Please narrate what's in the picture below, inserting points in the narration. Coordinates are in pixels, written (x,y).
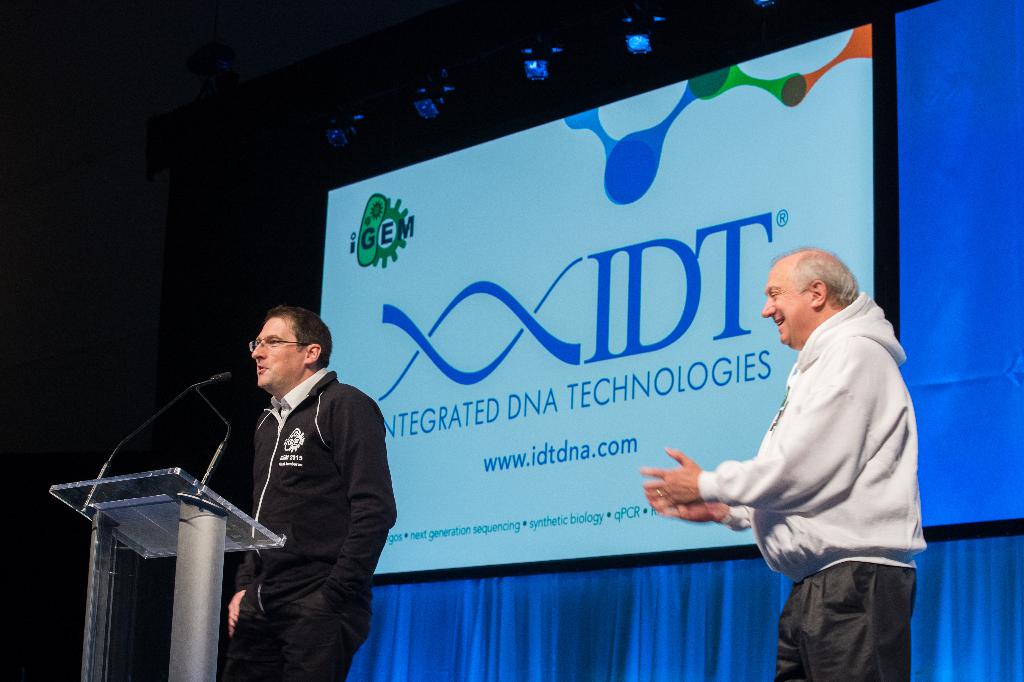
In this image, we can see two persons (791,480) wearing clothes (912,435). There is a person (279,550) in the bottom left of the image (273,625) standing in front of the podium (186,491). There is a board (431,436) in the middle of the image (477,350). There are lights (630,45) at the top of the image (545,69).
